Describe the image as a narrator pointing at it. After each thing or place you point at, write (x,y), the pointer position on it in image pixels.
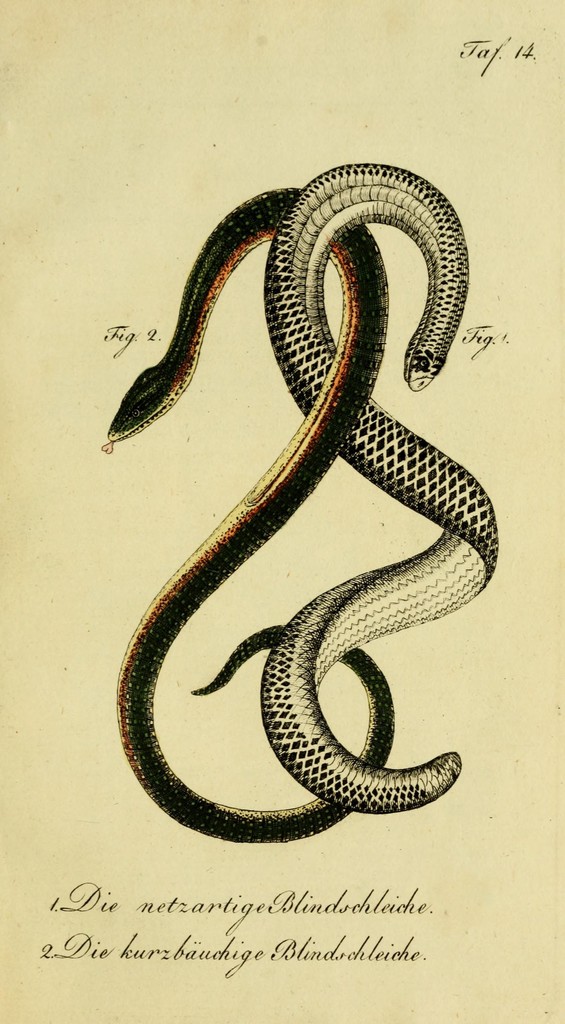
In this picture I can see there are drawing (142,709) of two snakes (135,702) and there is something written on the bottom of the image (318,912).
